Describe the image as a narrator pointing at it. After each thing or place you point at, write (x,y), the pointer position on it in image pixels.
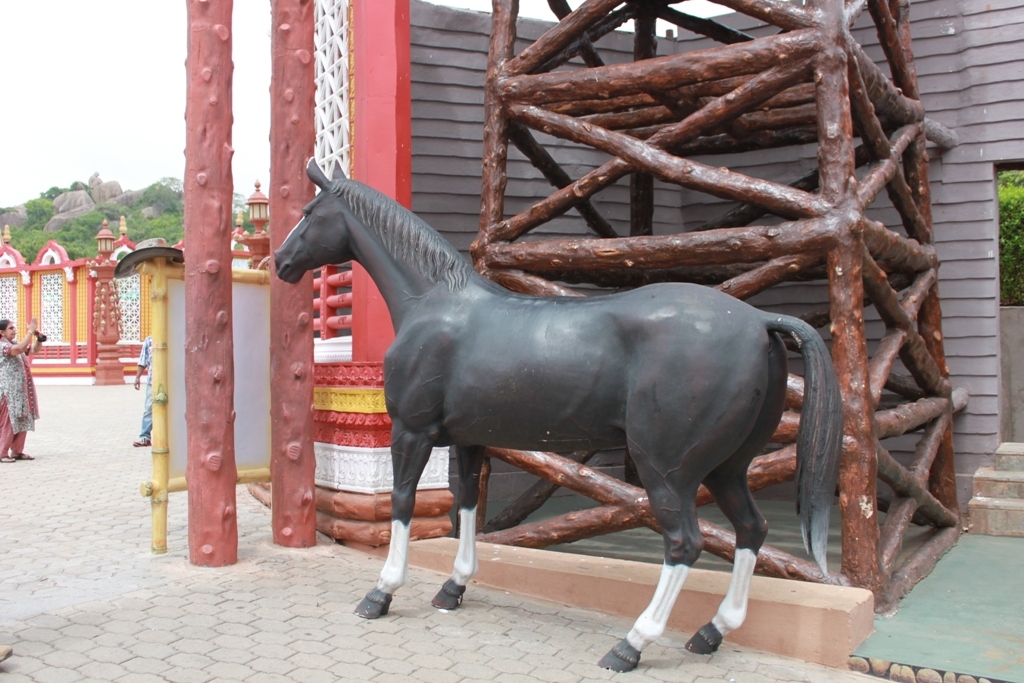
In this image we can see a horse statue (707,308) placed on the ground (546,638). To the left side of the image (19,391) we can see two persons (8,375) standing on the floor (135,415) and a wall (93,337) In the background (174,220), we can see a group of trees (163,204), stones (79,204), poles (212,193), some wood logs (850,183) and the sky (103,108).
